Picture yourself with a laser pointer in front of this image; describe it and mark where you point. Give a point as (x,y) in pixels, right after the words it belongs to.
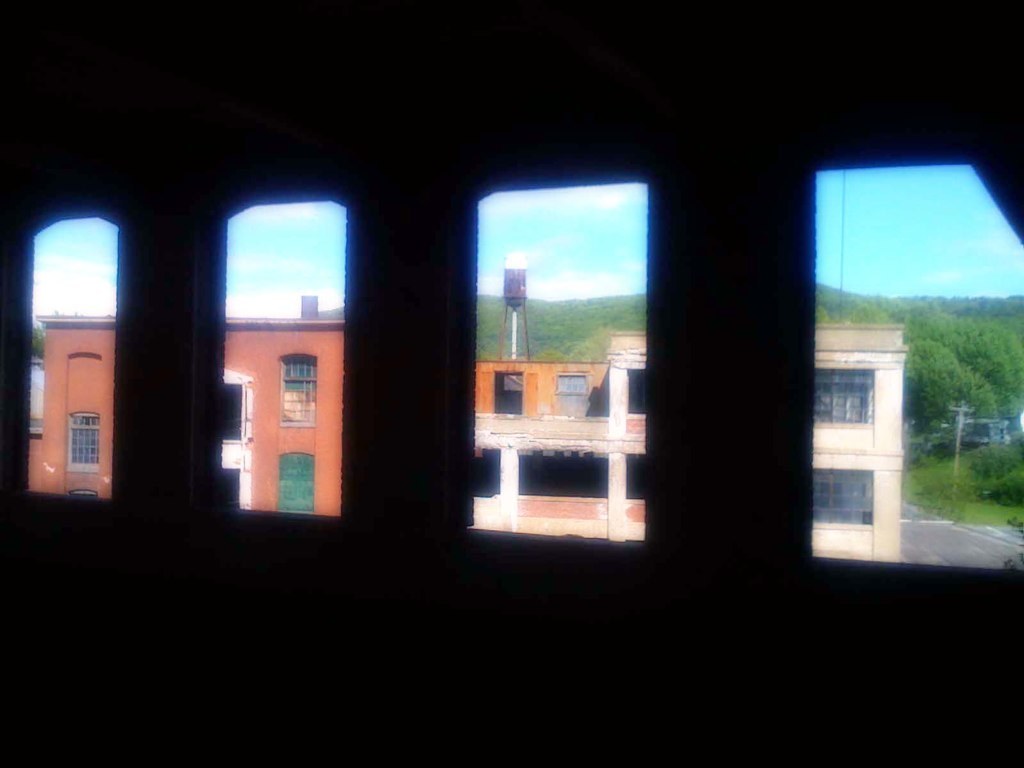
There are windows (285,204) on a building (371,132). Through the windows (507,451) we can see buildings (493,429), trees (585,317) and sky (620,276).
